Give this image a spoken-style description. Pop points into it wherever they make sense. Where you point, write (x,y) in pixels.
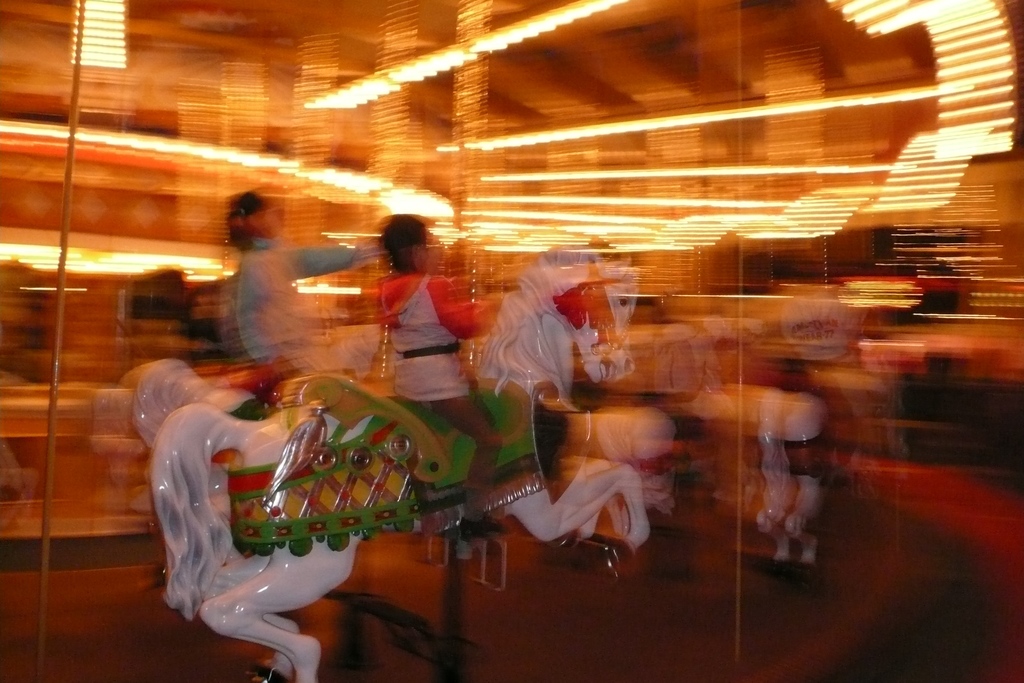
In this picture, we can see blurred image of a few people (262,284) sitting on the toy horse (417,432), we can see poles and lights (704,203).
